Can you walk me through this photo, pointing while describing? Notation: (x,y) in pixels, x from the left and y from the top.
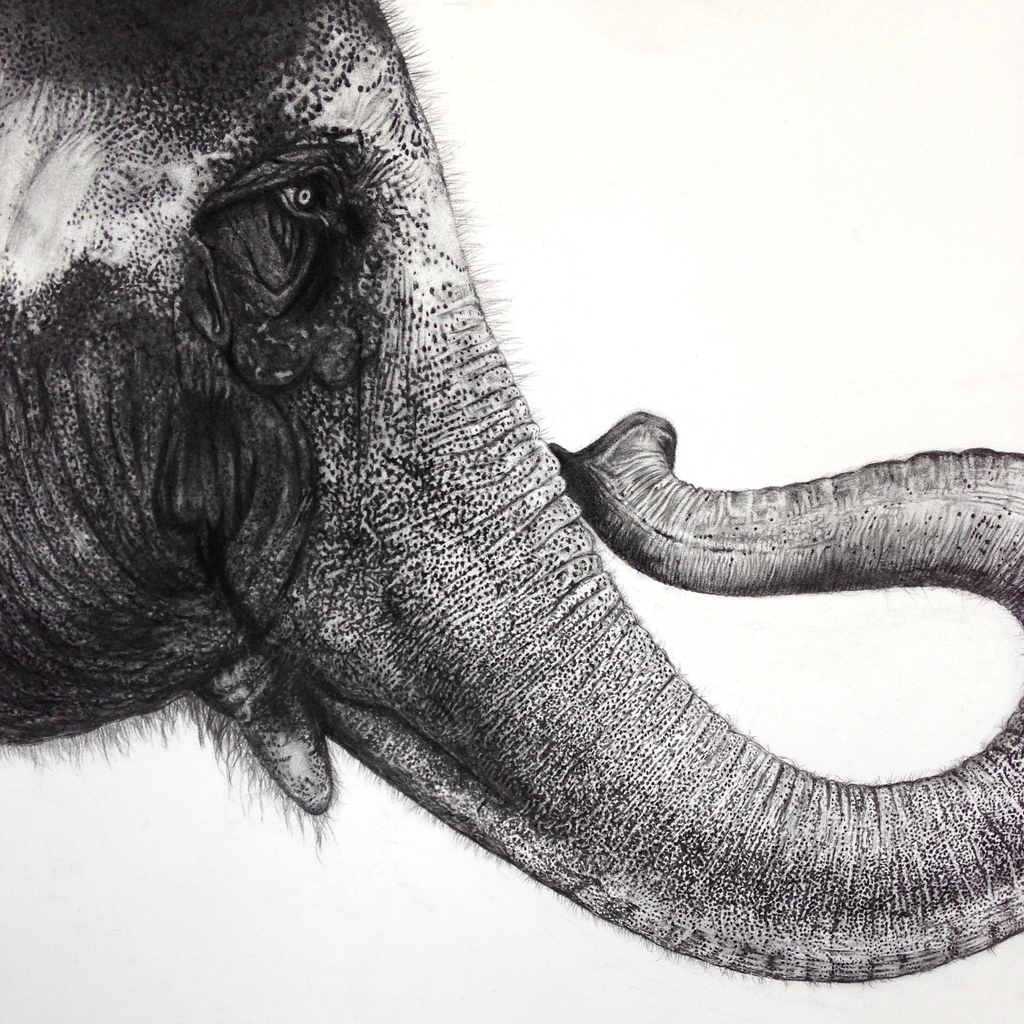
In this image we can see a black and white picture of an elephant (200,441).
